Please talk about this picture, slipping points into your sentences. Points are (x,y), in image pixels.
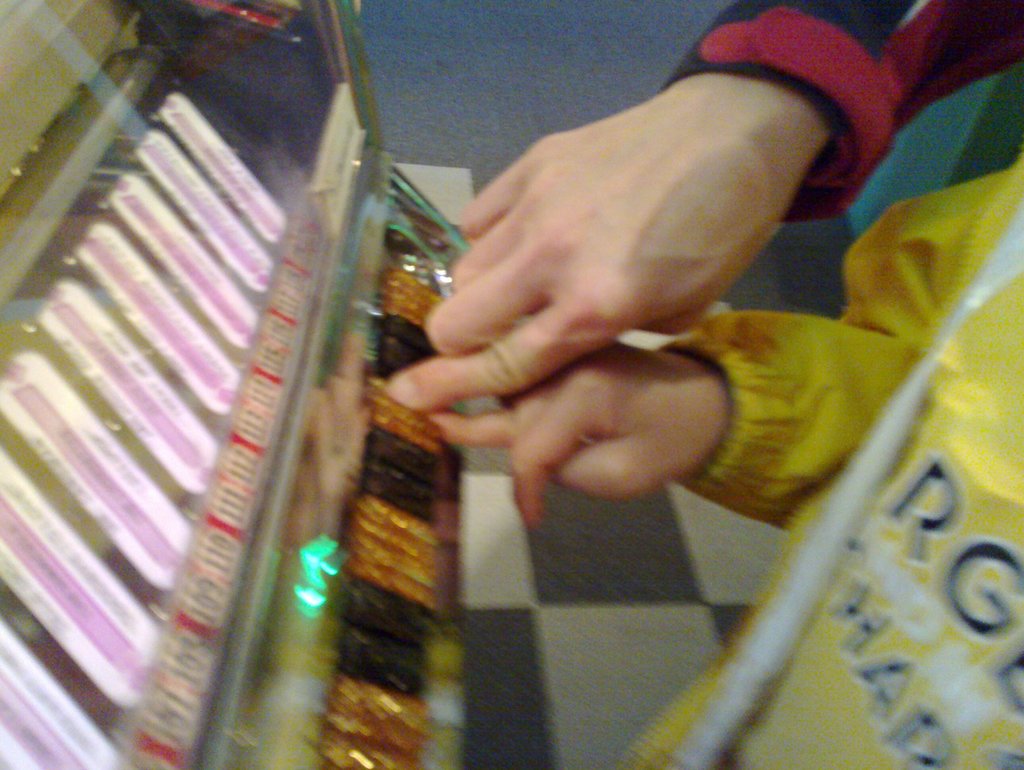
In this picture we can see hands (636,198) of two persons (645,257), in front of them we can see a machine (305,231).
